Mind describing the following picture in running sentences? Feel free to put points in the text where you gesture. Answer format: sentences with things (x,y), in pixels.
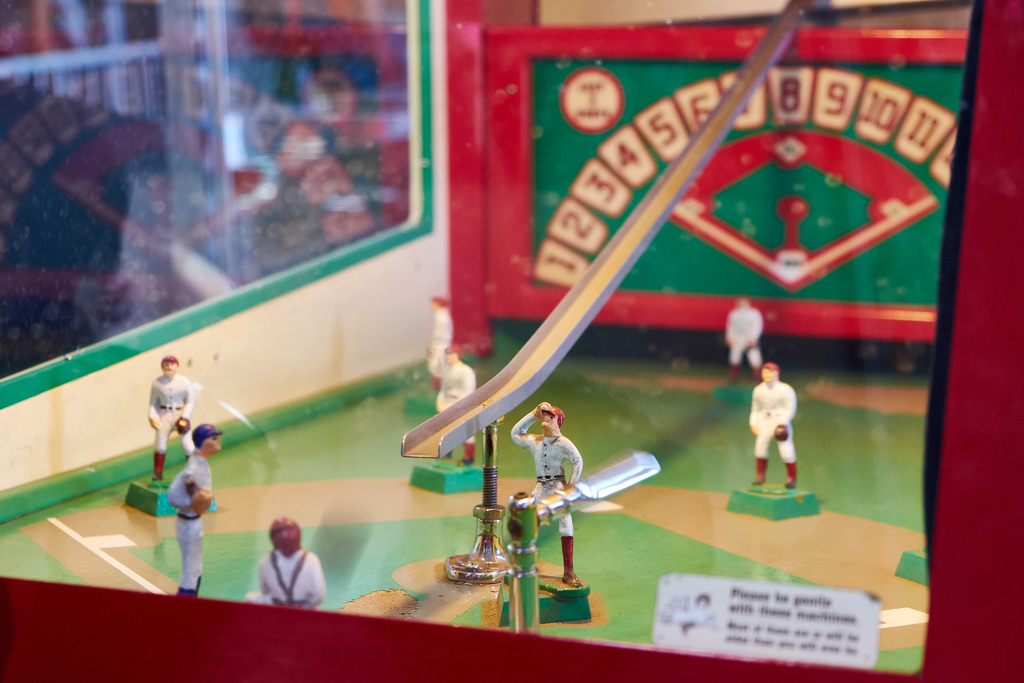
In this image there is a table baseball court (289,479) with a few toys of men (760,423) and there is a poster (733,619) with a text (774,619) on it. There is a board (593,196) with a few numbers (650,170). There is an iron bar (757,63). There is a glass door (216,195).
